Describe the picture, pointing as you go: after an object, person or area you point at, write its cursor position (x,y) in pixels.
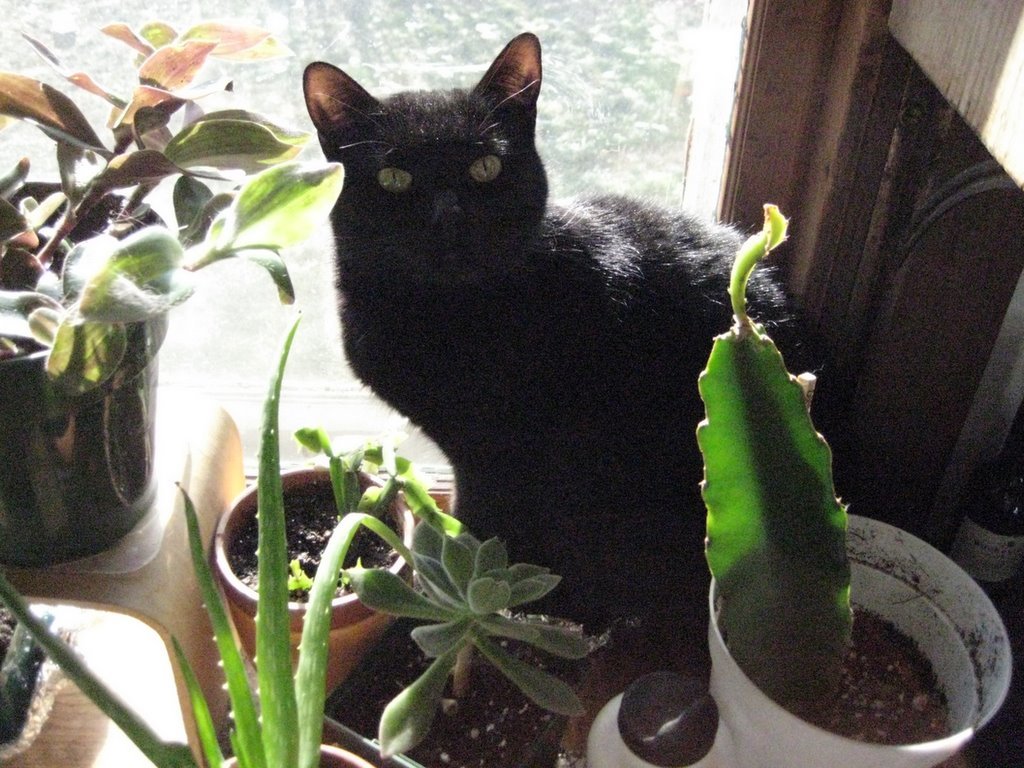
In this picture we can observe a black color cat (520,322) sitting on the windowsill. We can observe some plant pots (248,580) in front of this cat (512,388). There is an aloe vera plant (77,683). In the background (565,69) we can observe trees (335,36) and a glass window (448,39).
